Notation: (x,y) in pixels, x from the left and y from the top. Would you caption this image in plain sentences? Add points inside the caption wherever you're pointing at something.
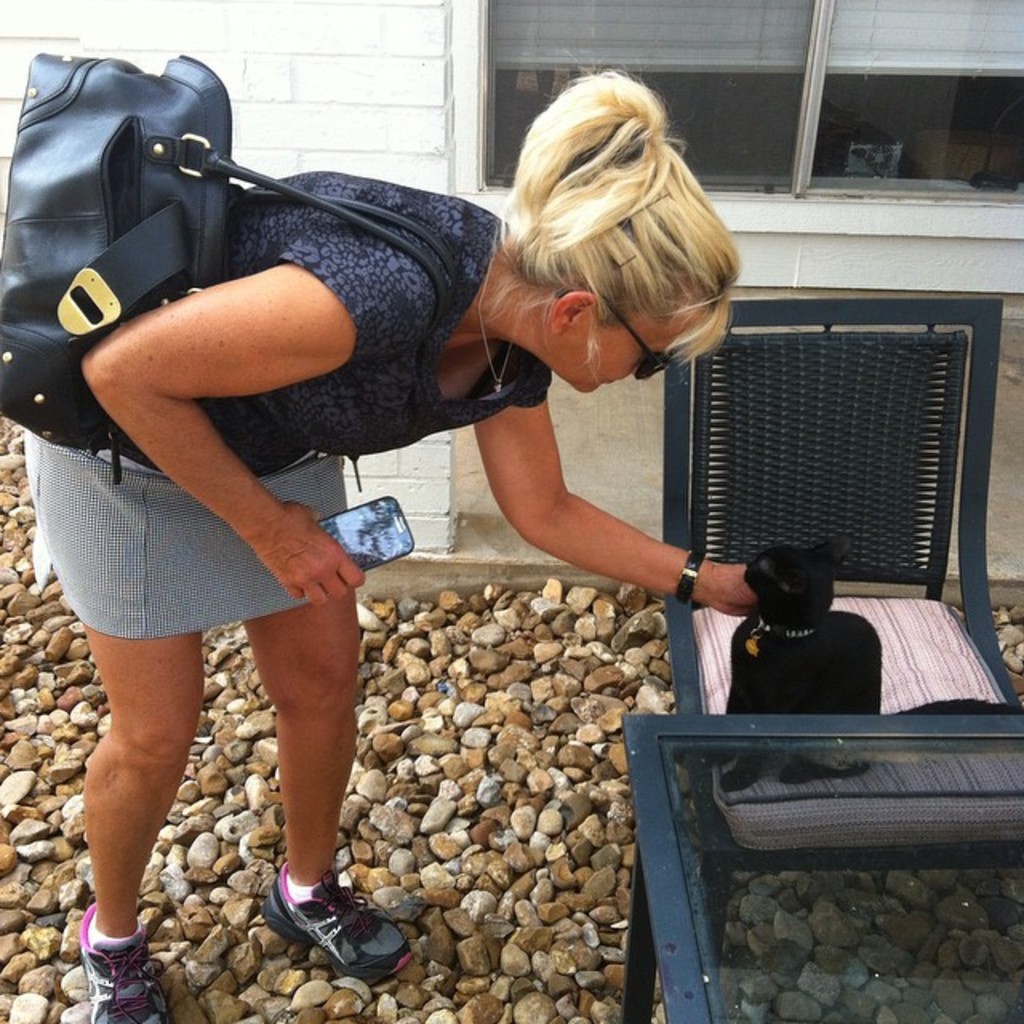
There is a person (600,226) in black color t-shirt (404,198) wearing a hand bag (114,140), holding a mobile (391,553) with one hand (266,537), touching a cat (817,576) with other hand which is on the chair (757,416) and bending on the stones (493,863) in front of a table (639,814). In the background (326,80), there is a building (290,1) which is having white wall (435,30) and glass window (827,20).
